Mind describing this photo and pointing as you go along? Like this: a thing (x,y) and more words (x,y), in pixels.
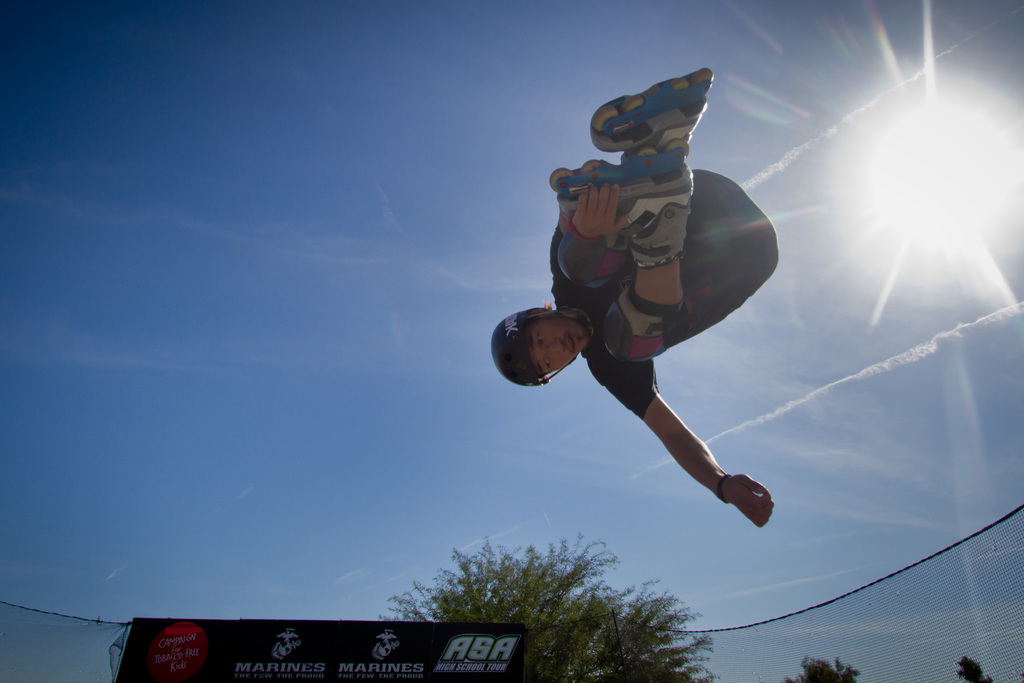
In this picture we can see a person (680,148) jumping in the air (829,391). There is a banner (418,645) and a few trees (632,682) in the background (420,682). We can see the sun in the sky (594,456).
